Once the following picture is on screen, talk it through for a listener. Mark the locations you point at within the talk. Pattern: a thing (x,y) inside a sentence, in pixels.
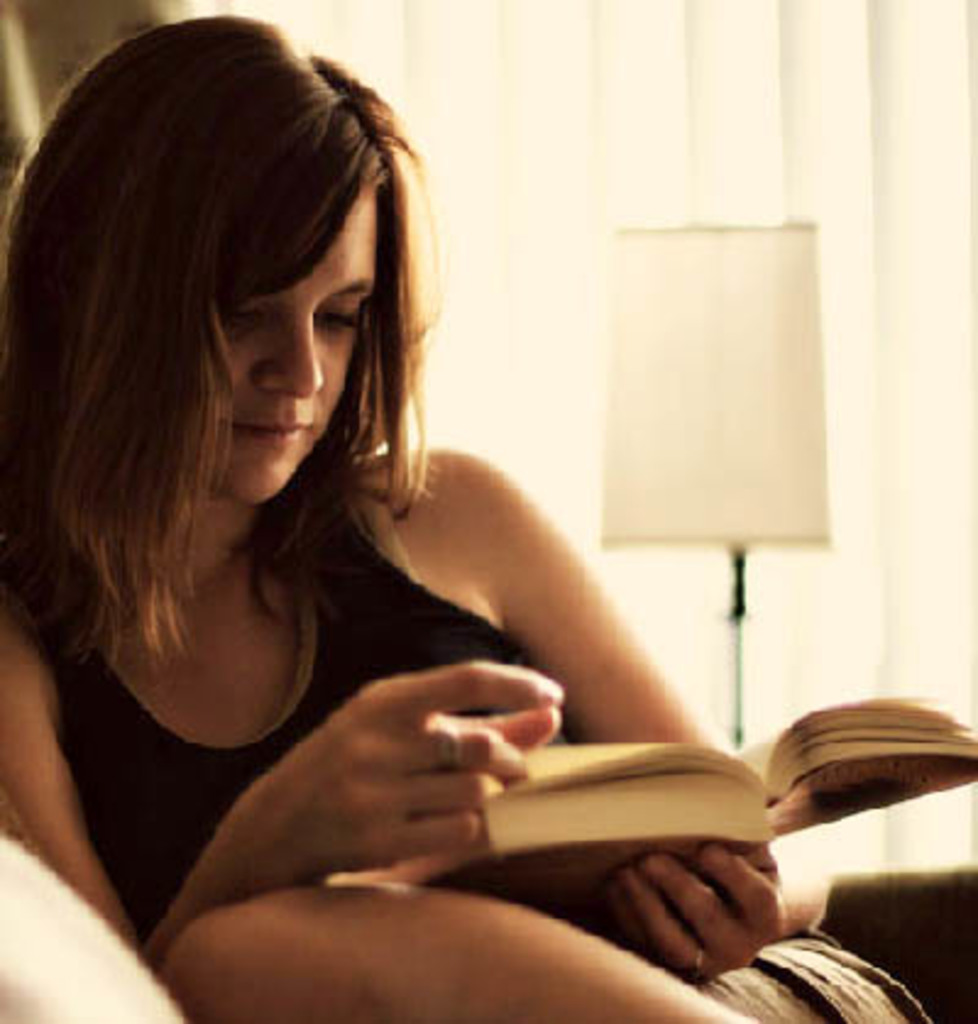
In this picture there is a woman (275,903) who is reading a book (519,865). She is sitting on the couch (871,941). In the back (814,417) there is a lamp (710,538) which is placed near to the window blind (464,400).
